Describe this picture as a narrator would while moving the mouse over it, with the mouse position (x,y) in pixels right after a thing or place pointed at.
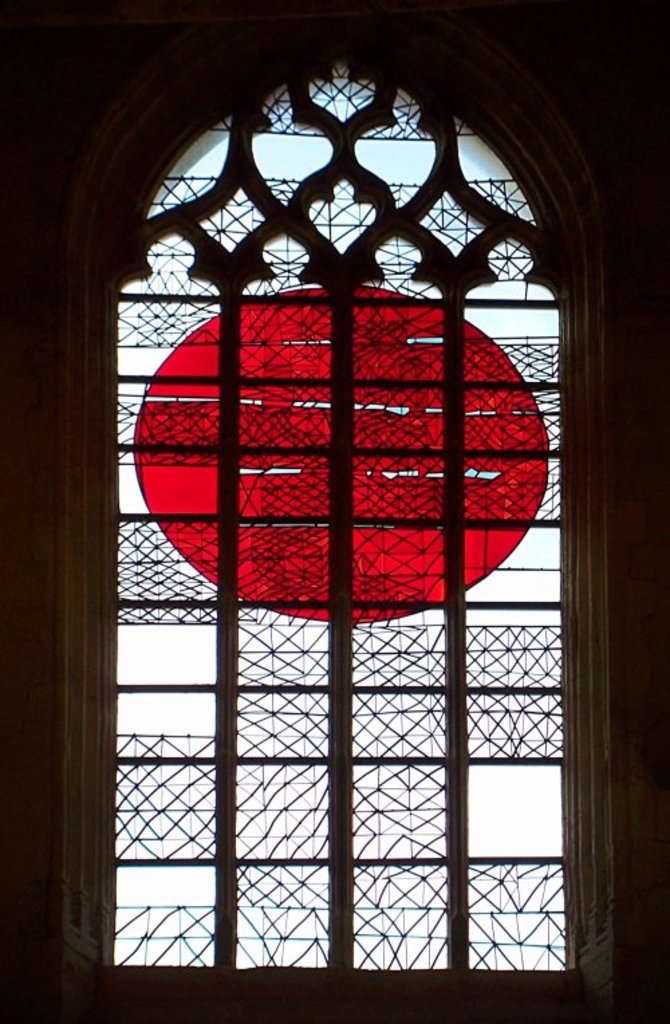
We can see wall (652,477) and painting (201,504) on glass (193,753).
